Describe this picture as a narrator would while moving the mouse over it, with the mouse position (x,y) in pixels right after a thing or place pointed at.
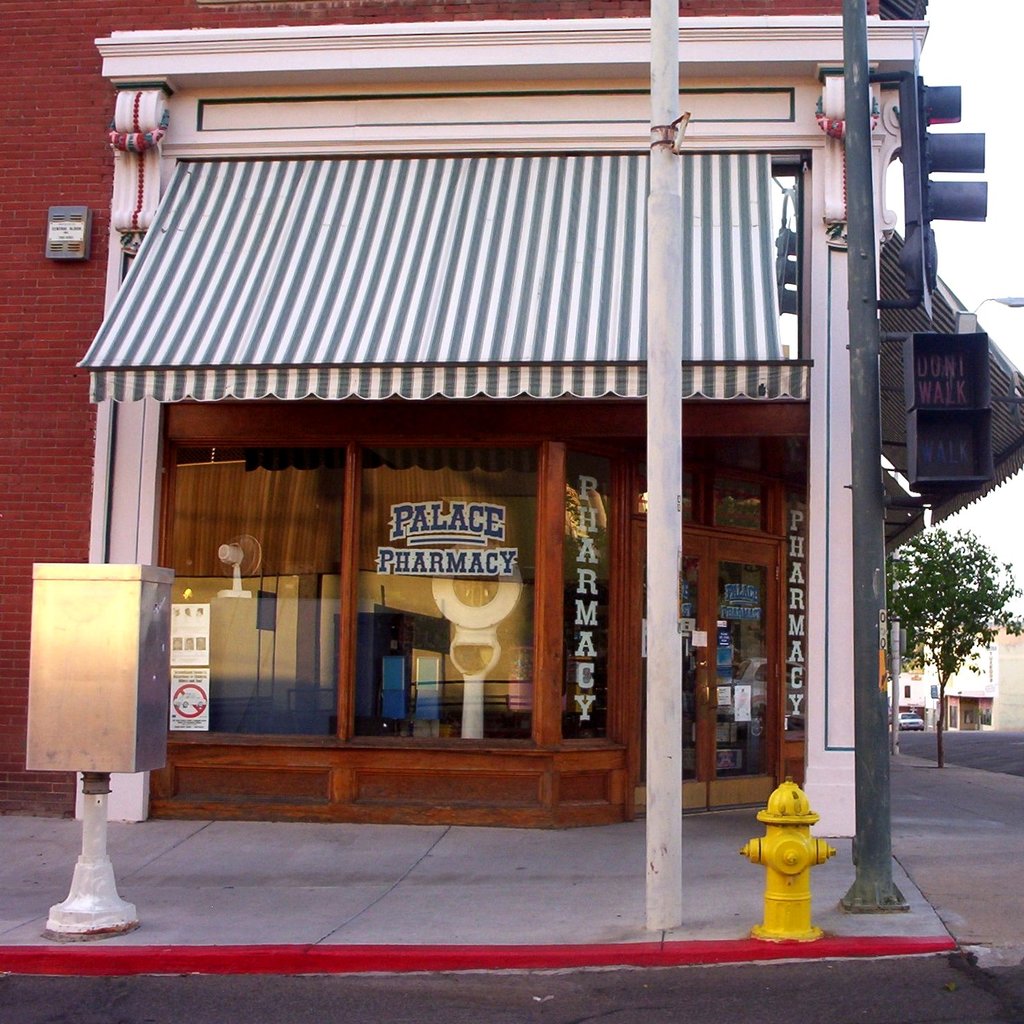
In this image we can see few stores (406,569). There are few poles (94,785) in the image. There are few objects (809,856) on the footpath (833,879). There is a tree (946,635) in the image. There is a house (917,685) and a car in the image. There is a road (821,998) and traffic lights (976,356) in the image.
